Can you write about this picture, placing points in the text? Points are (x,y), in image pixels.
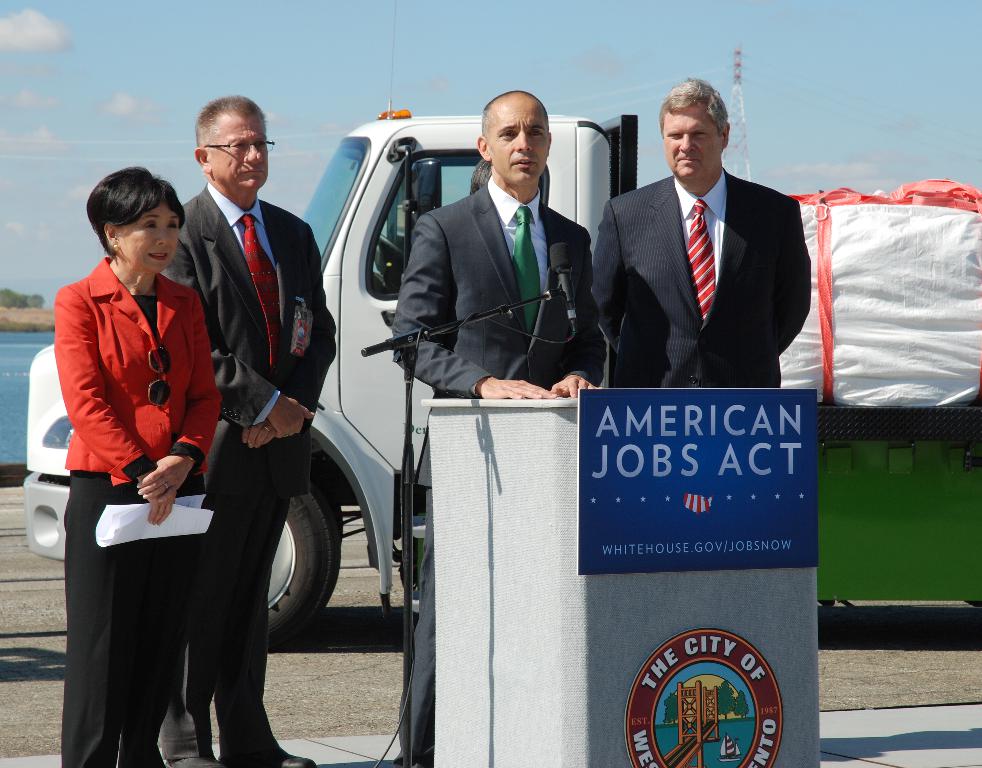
In the picture I can see people (165,445) standing on the ground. I can also see a podium (630,604), and microphone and a vehicle (374,387) on the ground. In the background (633,96) I can see the sky (653,81), water (17,438), a tower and some other objects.
